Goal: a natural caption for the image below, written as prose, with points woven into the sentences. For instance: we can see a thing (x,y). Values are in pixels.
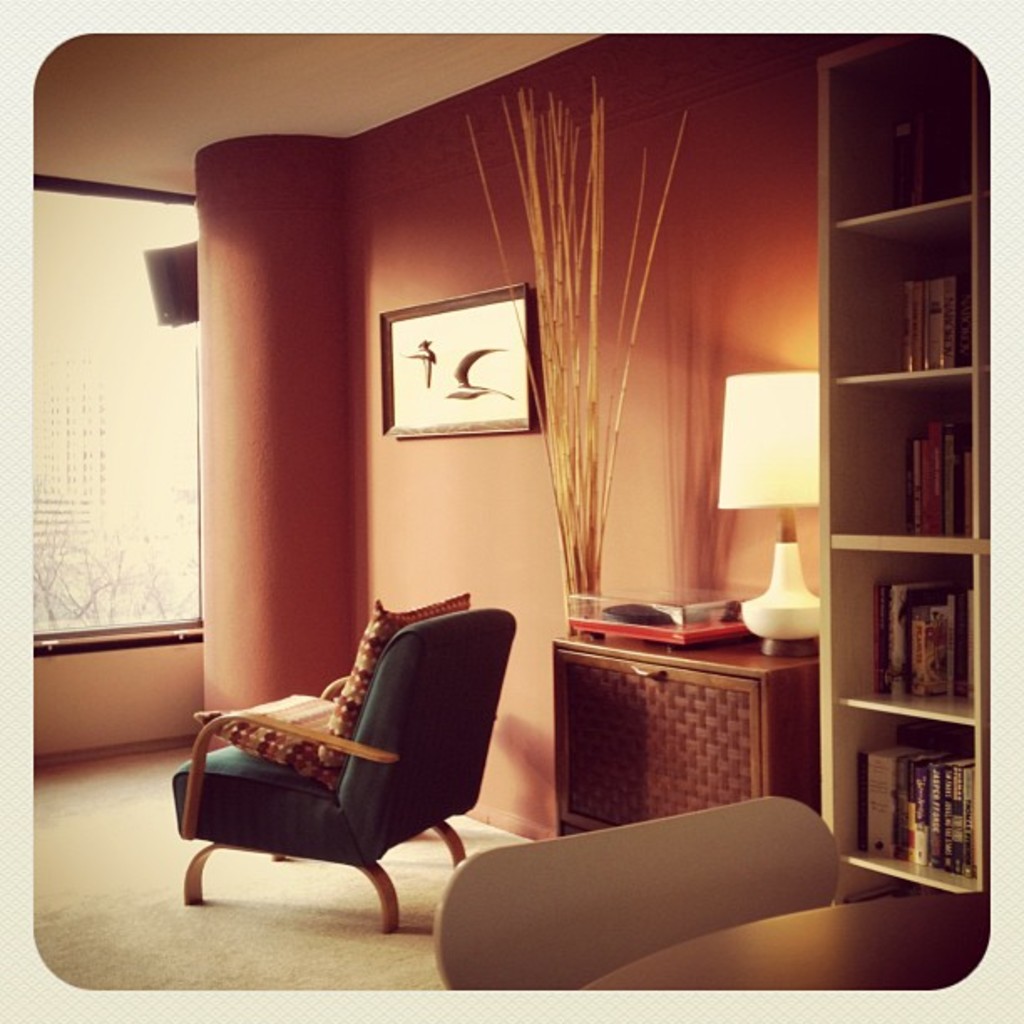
In this image we can see an inside view of a building (230,390). In the image we can see a chair (305,831), a wall (534,716), a frame (422,308) on the wall (543,727), few objects (599,614) on a table (726,654). On the right side (821,591), we can see few objects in shelf (862,710). At the bottom (718,851) we can see few objects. On the left side (165,425), we can see a window (84,506) and through the window (79,475) we can see few trees (149,539) and a building (79,451).
